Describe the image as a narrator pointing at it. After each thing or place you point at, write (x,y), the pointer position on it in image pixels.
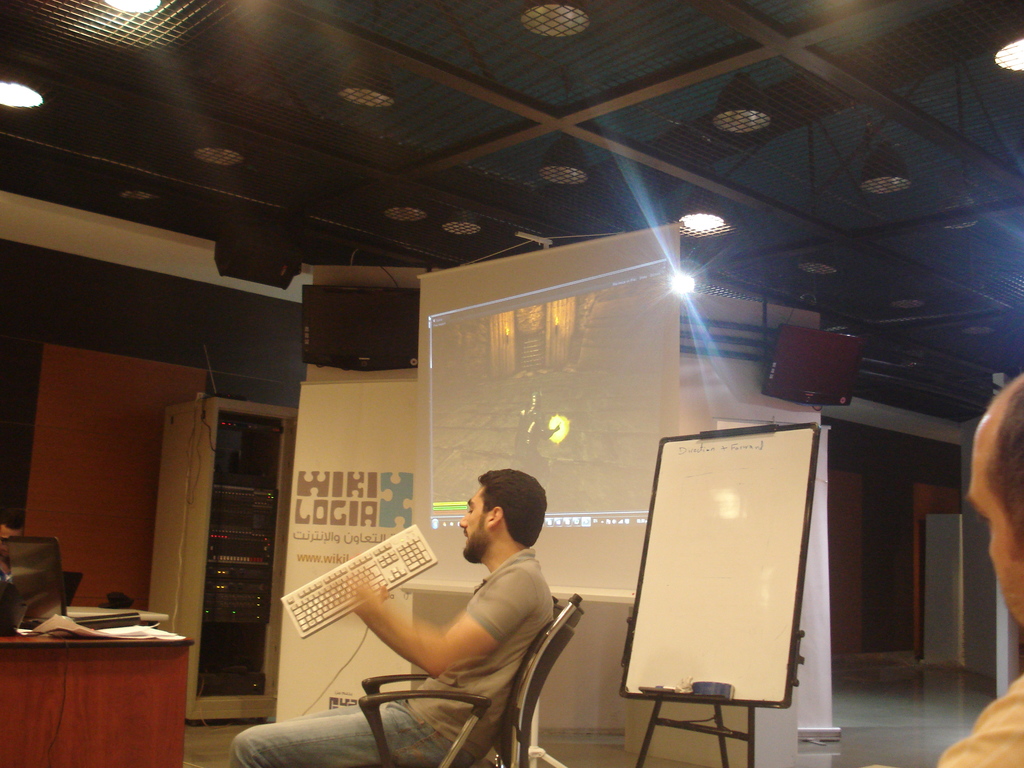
A man (498,594) is sitting in the middle of a hall (434,652) on a chair (380,720). he is holding a keyboard (372,572). Behind him there is a white board (786,590) with a duster (713,686). There is a screen (597,263) beside the whiteboard (703,499). On the top (693,221) there are lights (696,221). There is a banner (350,454). In front of the man (262,727) there is a table (30,663). On the table (46,664) there are papers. On the right hand side (1000,496) there is another person (1002,437).
